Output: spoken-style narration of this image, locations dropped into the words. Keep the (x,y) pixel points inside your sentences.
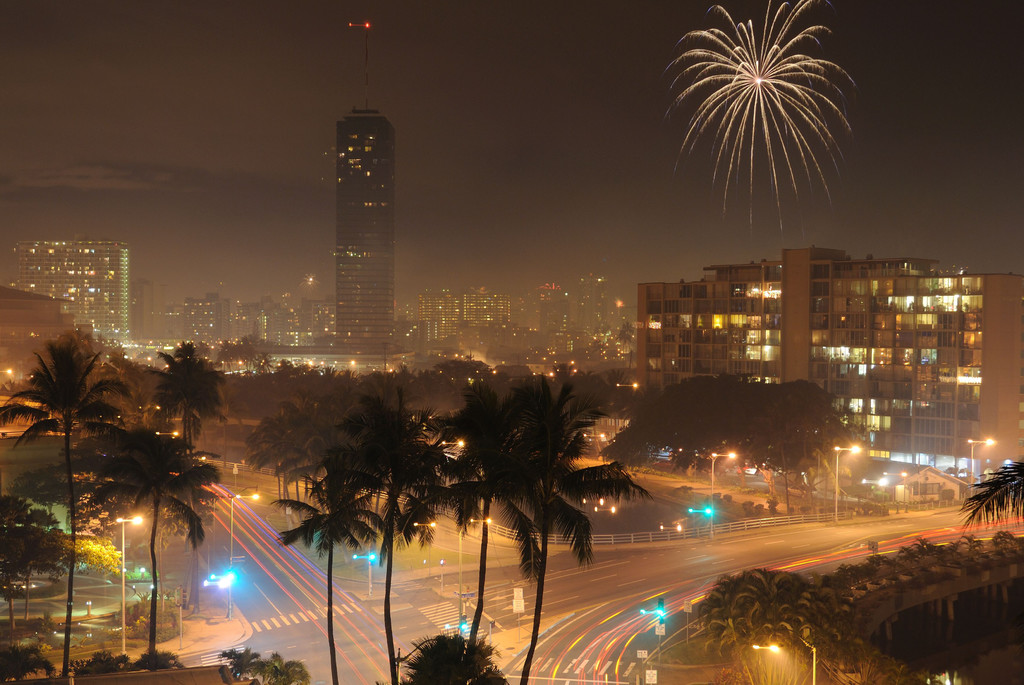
In this image we can see a group of buildings (454,316) with windows (454,316) and some lights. We can also see the roads (303,591), poles (462,526), street lamps (125,531), water (909,655), a group of trees (453,656) and some fireworks (313,282) in the sky (542,222).
